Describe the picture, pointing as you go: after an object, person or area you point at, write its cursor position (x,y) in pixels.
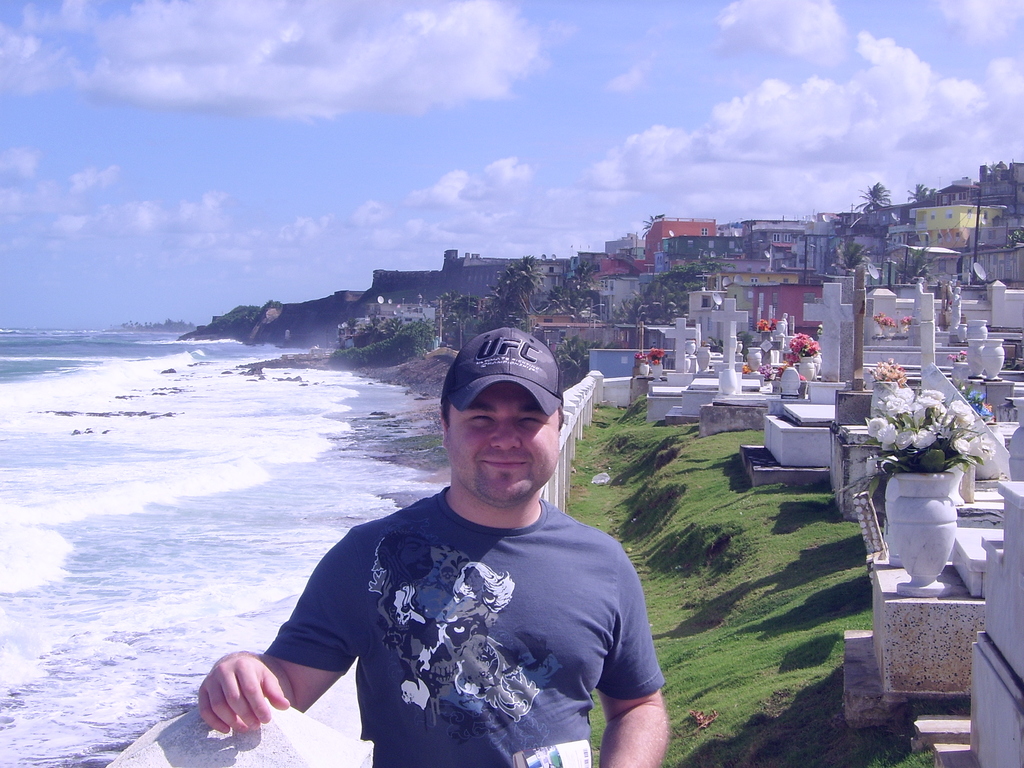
In this image on the right side (889,320), we can see a graveyard (607,454). In the middle (477,481) we can see a man (358,559) standing and we can see water (193,583) on the left side (119,565). At the top (634,142) we can see the sky (161,249).
